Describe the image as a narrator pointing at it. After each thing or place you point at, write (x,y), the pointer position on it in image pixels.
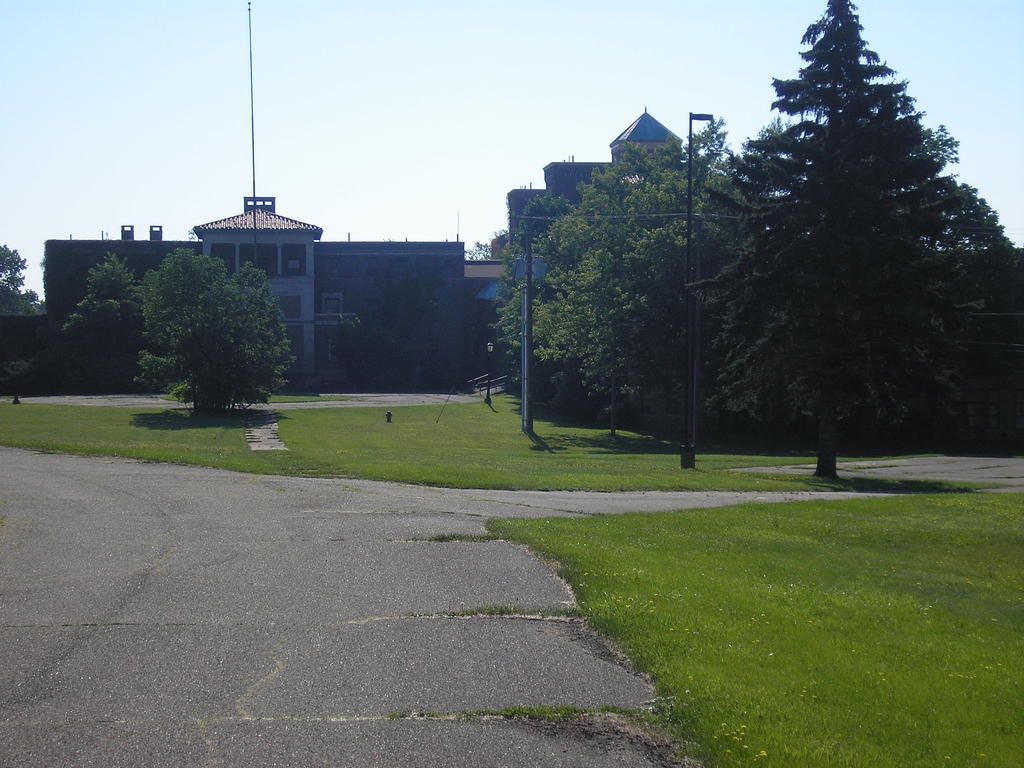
In this image there are buildings (410,265), in front of the buildings (470,325) there are trees (589,367) and lamp posts (697,307). On the surface (458,401) there is grass (591,547) and there is a road (460,569).
